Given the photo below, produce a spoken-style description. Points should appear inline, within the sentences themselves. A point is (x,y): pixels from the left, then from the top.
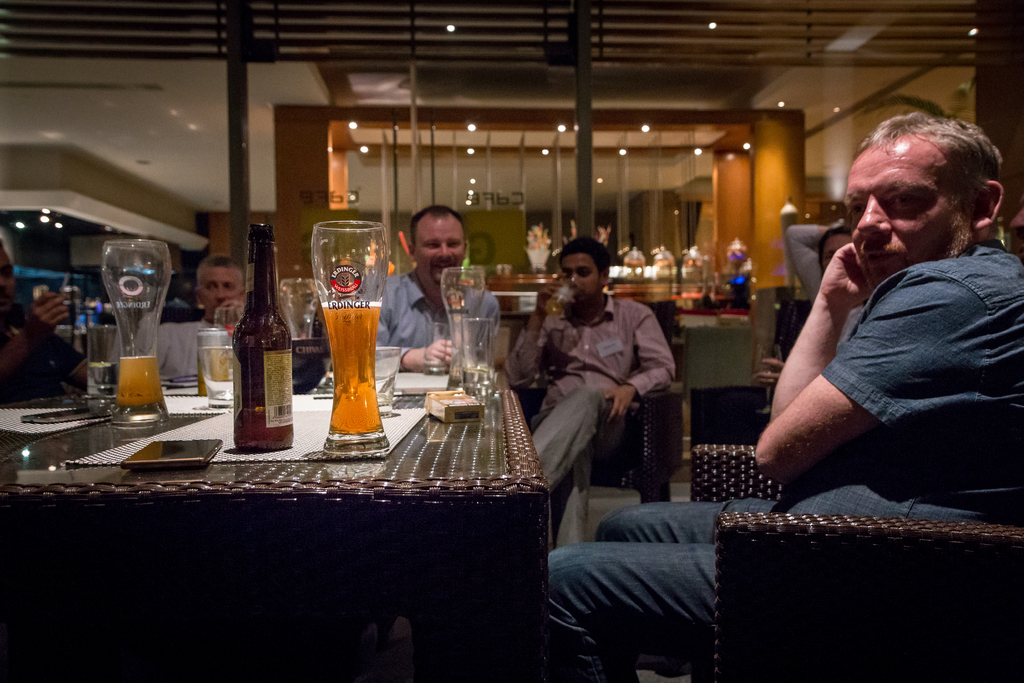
An indoor picture. This persons (880,467) are sitting on chair (853,570). In-front of this person (871,204) there is a table (201,523), on table (479,446) there are glasses (361,356), bottle (287,344), bowl (308,356), mat (323,444), box (474,408) and mobile (199,443). Far there are plants (539,240).
